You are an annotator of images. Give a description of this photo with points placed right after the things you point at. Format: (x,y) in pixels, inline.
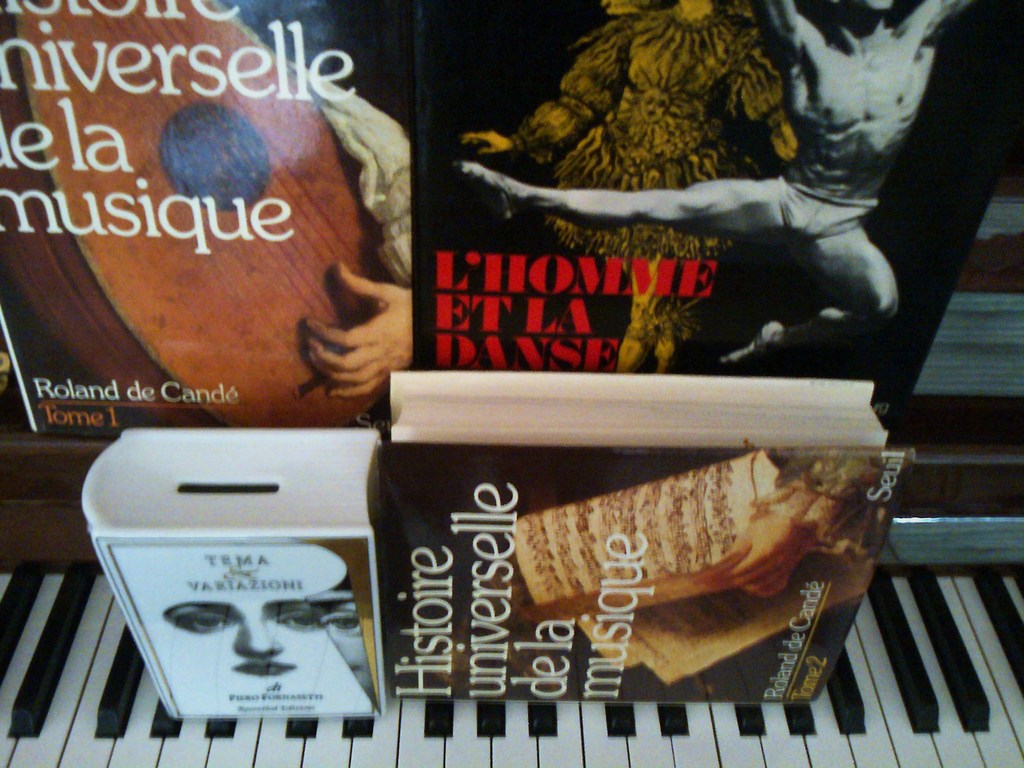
In this image we can see a piano (876,701), box (327,702), book (677,599), and posters (629,44). On the posters (397,268) we can see picture (685,94) of a person (719,127) and text (97,87) written on it.
